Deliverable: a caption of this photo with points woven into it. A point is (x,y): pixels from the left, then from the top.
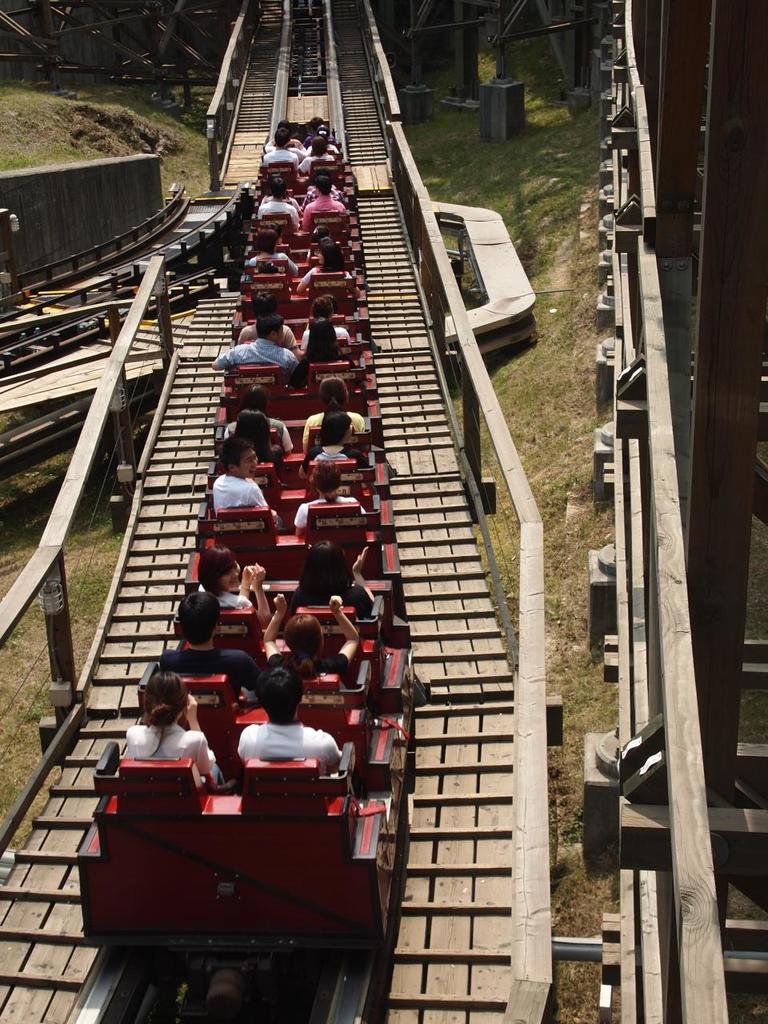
In this image we can see persons (312,205) sitting in the seats (339,628) of a roller coaster (329,284), iron grills (155,72), tracks (62,316) and ground (429,167).
